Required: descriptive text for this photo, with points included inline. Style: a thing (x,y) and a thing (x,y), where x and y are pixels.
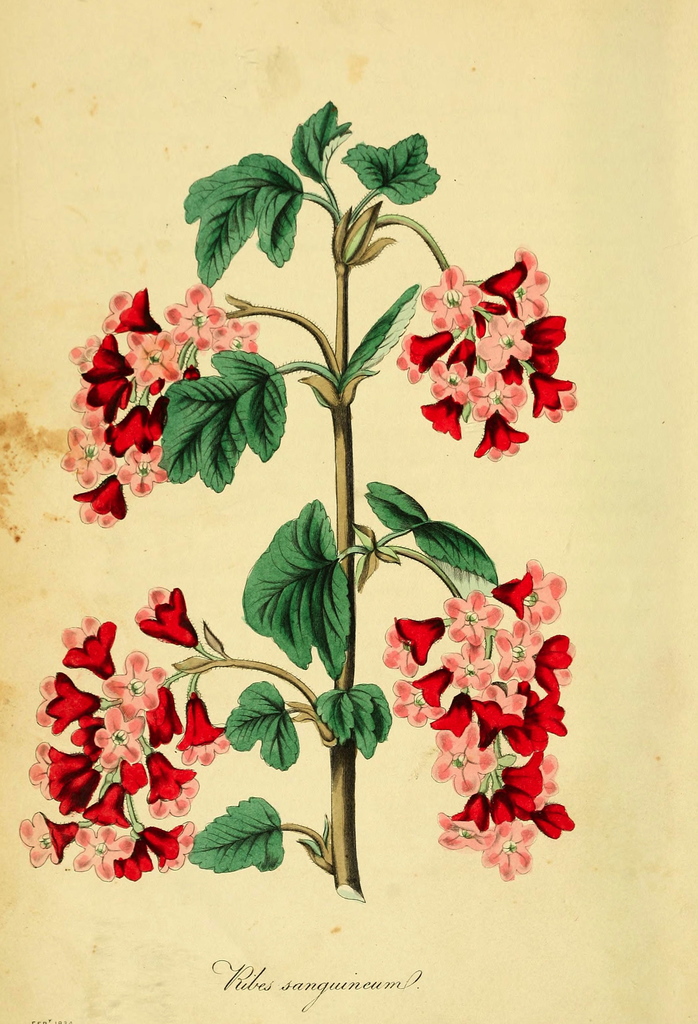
In this picture we can see a poster (575,517), here we can see a plant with flowers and some text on it.
